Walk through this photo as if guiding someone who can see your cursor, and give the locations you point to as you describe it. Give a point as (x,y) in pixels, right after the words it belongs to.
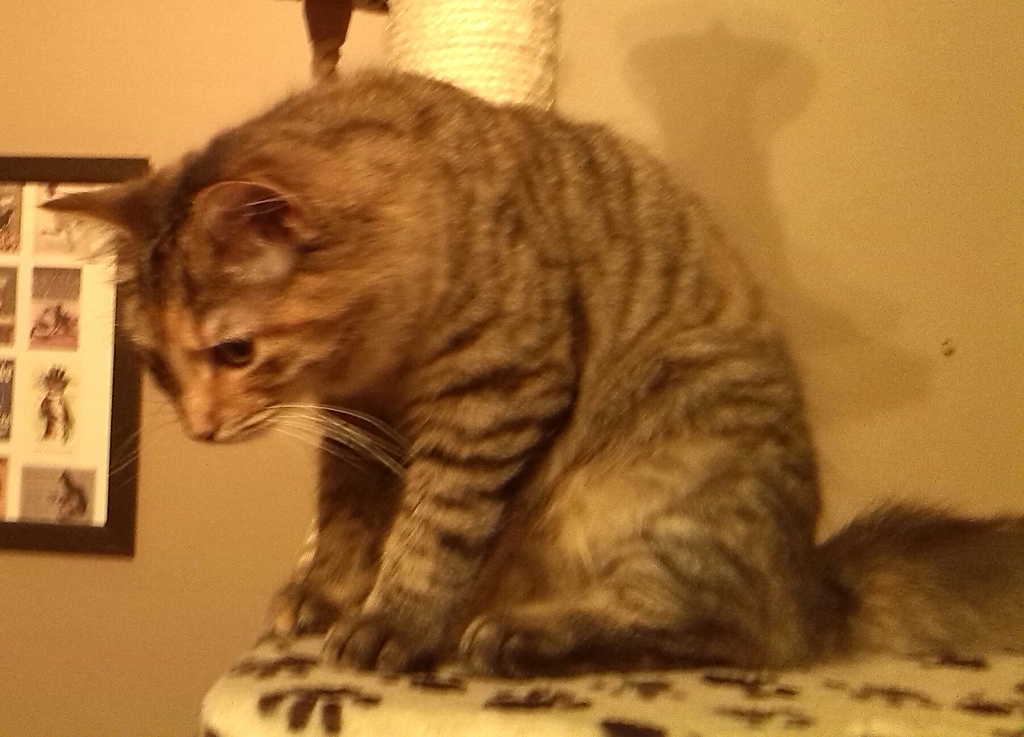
In this image we can see a cat (396,133) is sitting on a platform (677,695). In the background (517,27) there is an object (517,27) and a frame (139,164) on the wall (995,6).
